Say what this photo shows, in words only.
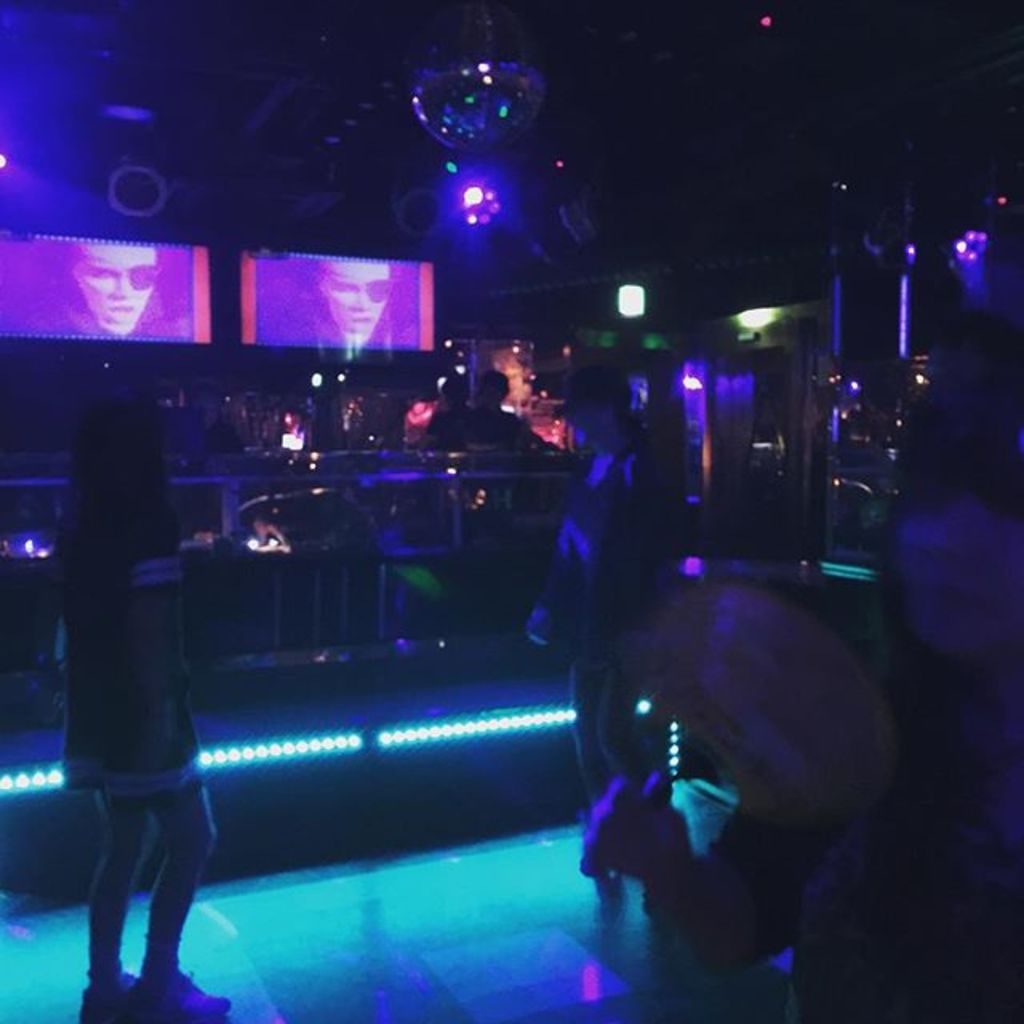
In this image we can see some people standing on the floor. On the backside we can see two projectors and some ceiling lights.
